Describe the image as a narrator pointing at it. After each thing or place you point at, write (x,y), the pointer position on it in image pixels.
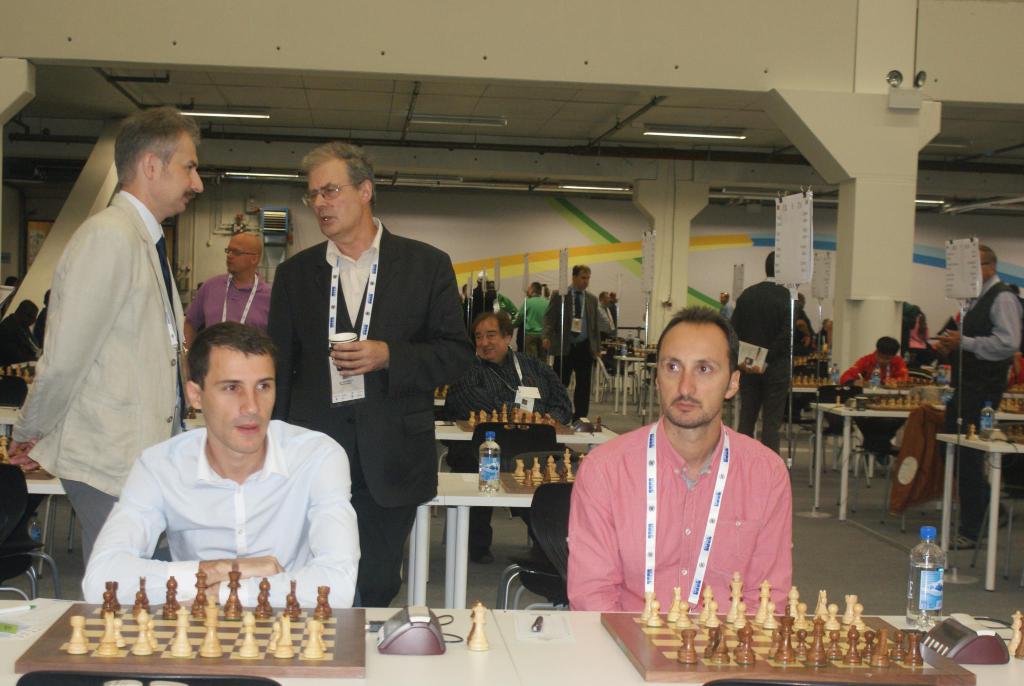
At the bottom of the image (445,685) there is a table (383,685), on the table (361,685) there are some chess boards (84,612) and pieces (231,596) and bottles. Behind them two persons (272,347) are sitting. Behind them few people (976,393) are standing and there are some tables (944,460), on the tables (456,472) there are some chess boards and pieces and bottles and few people (987,271) are sitting and standing. Behind them there is wall (969,221). At the top of the image (41,98) there is ceiling (275,171) on the ceiling (599,171) there are some lights (922,79). In the middle of the image (653,253) there are some banners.
